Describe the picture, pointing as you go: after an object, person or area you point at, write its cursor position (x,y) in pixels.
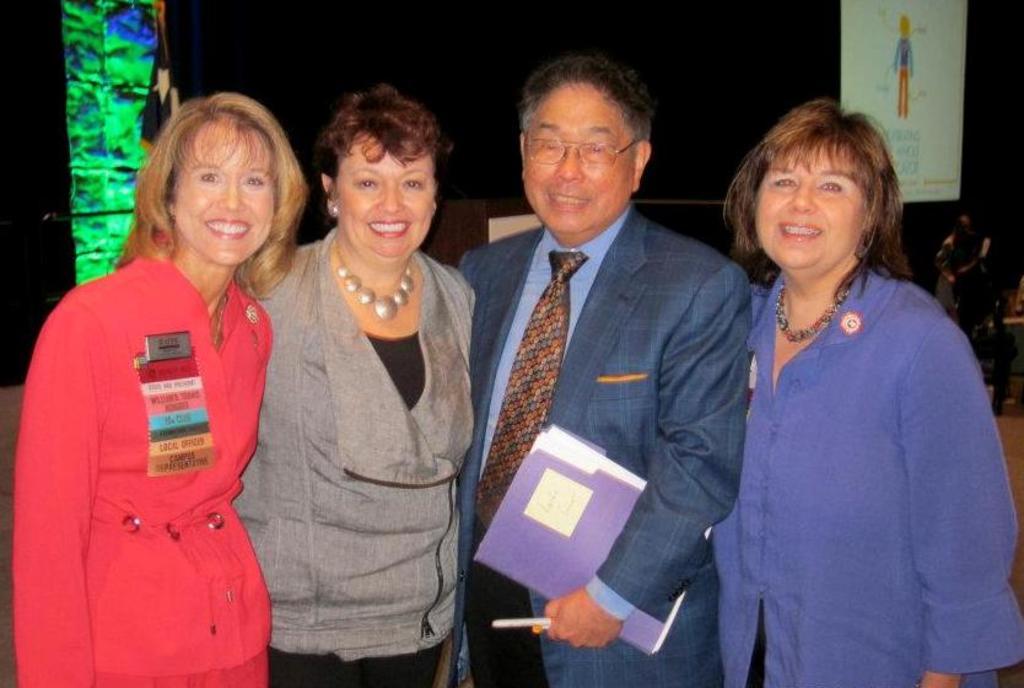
In the foreground of the picture (405,504) there are three women (417,378) and a man (641,379) standing, they are smiling. In the background (154,61) there are flag (170,67), banner (869,85), and a black curtain (977,204). On the right (977,273) there is a person (977,306) and chair (999,355).
